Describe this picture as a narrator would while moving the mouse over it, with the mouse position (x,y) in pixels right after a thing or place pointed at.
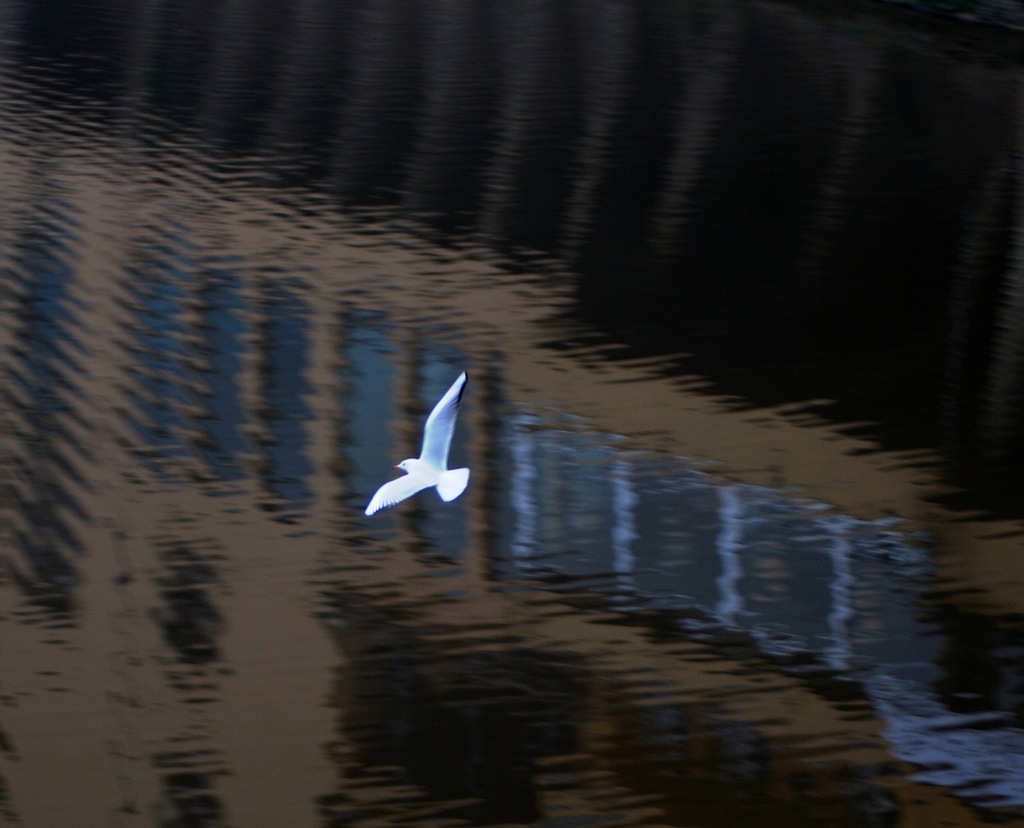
This image consists of a gull (439,441) in white color. At the bottom (534,774), there is water (370,688). The gull (406,491) is flying in the air.
